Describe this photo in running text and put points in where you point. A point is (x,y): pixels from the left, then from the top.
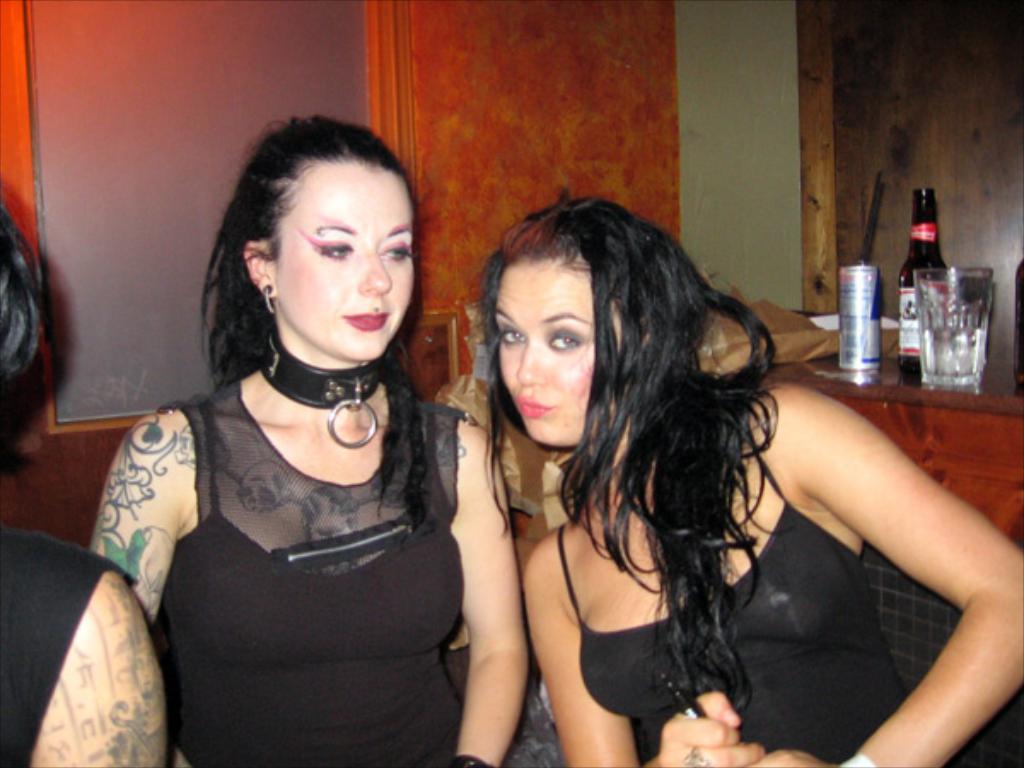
In this picture we can see three persons (244,379) where two women (693,391) are not smiling and in the background (957,320) we can see a bottle (916,268), tin (867,297), glass (936,296), wall (778,212).
